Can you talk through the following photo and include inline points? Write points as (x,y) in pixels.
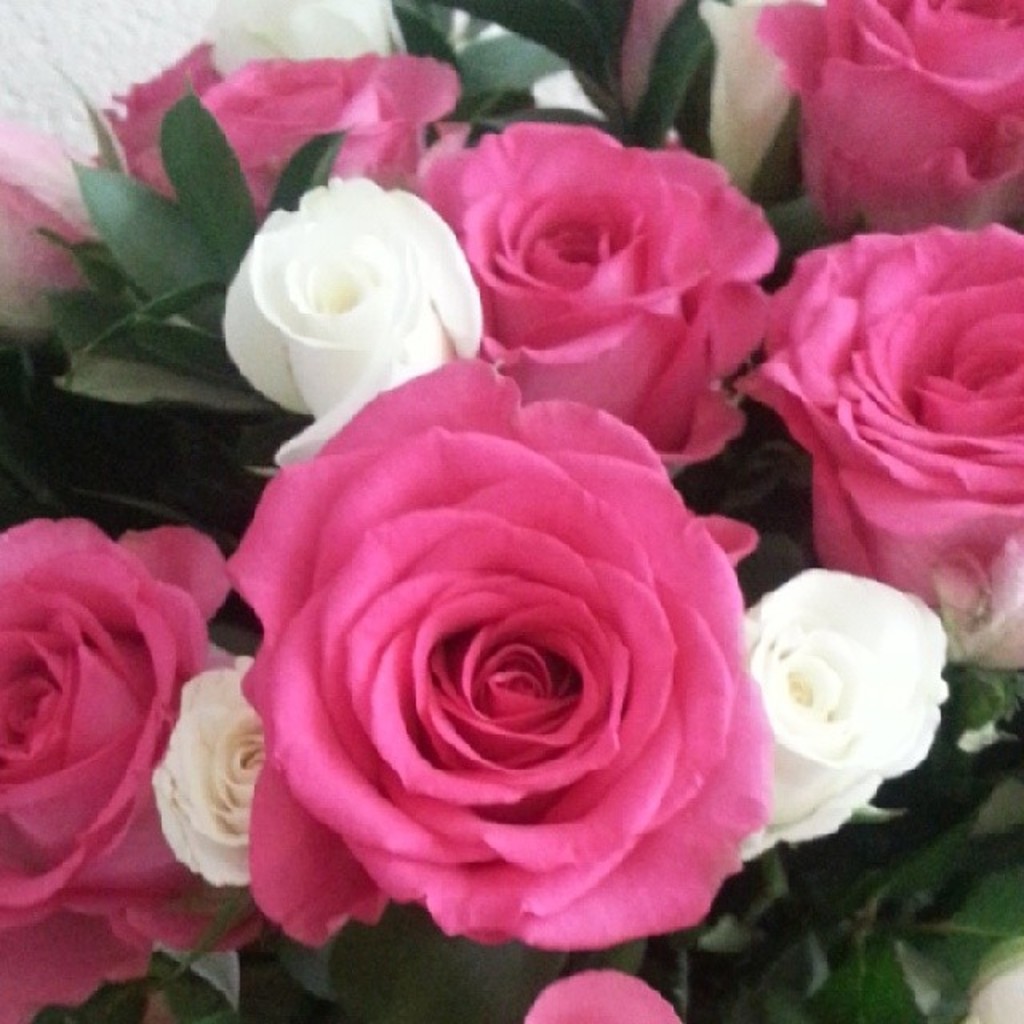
In this image there are flowers (625,733) and there are leaves (655,139).
